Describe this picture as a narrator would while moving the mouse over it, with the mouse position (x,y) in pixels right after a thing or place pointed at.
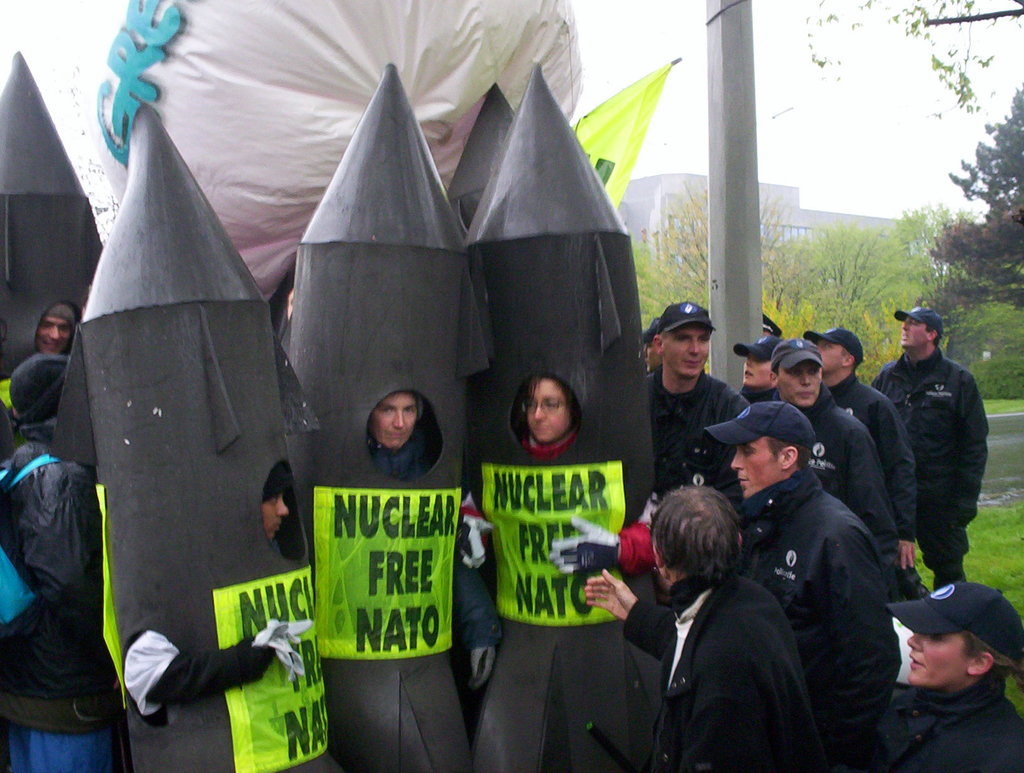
In this picture there are some people (421,628) wearing grey color rocket costume dress (413,261) and standing in the front (236,622). Behind there are some men (800,457) wearing black color shirt (817,445) and caps (777,420) standing beside them. In the background (831,280) there are some trees (652,249) and grey color building (655,231).
